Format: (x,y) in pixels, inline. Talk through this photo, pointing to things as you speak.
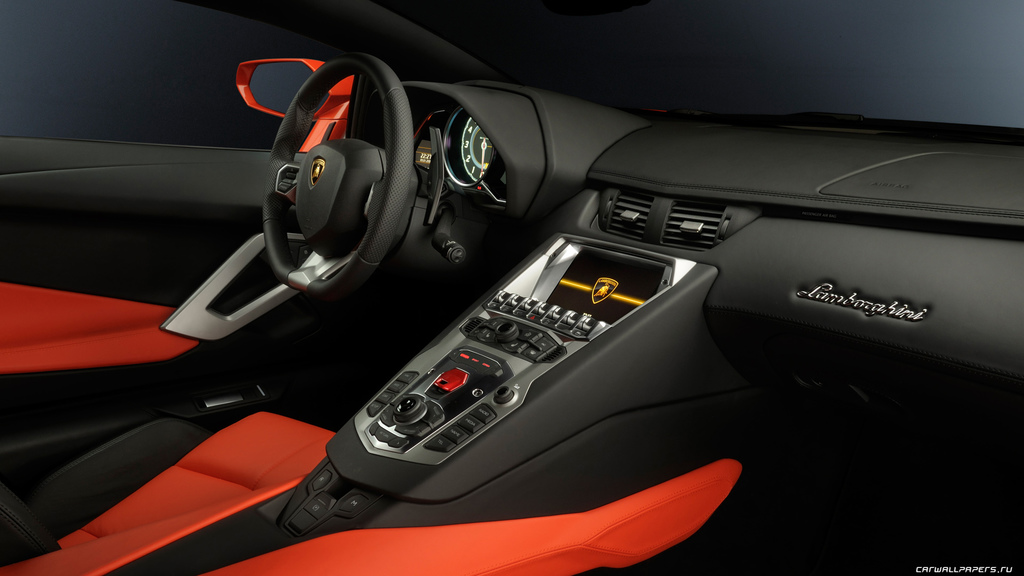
This image is taken from inside the car (416,79). In this image we can see there is a steering (395,151), seats (138,485), music players (577,286), dashboard (543,308), glass (194,109), window (163,105) and a door (215,191).
